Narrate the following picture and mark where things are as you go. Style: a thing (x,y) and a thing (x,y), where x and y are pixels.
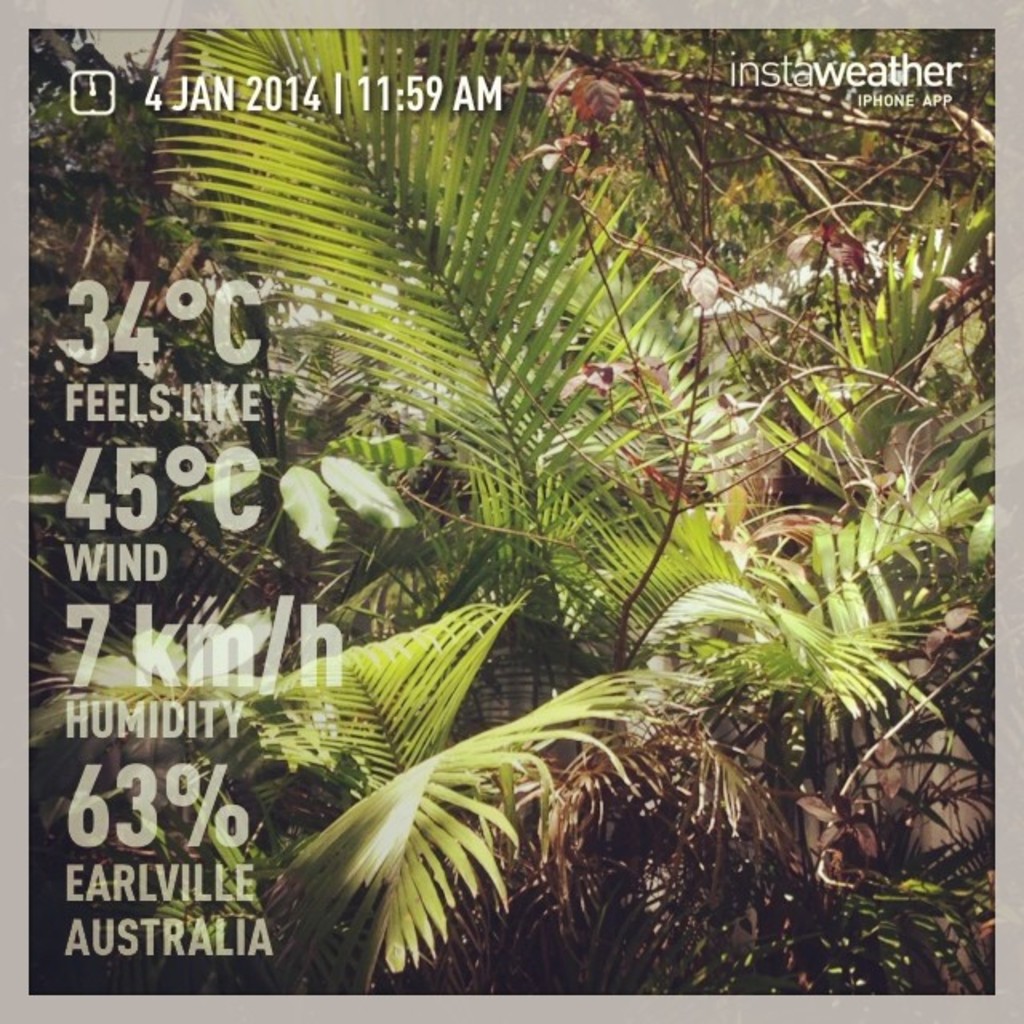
This is an edited image with the borders (401,13) and we can see the trees (512,323) and plants (711,882) and we can also see the text (138,462) is printed on the image.
